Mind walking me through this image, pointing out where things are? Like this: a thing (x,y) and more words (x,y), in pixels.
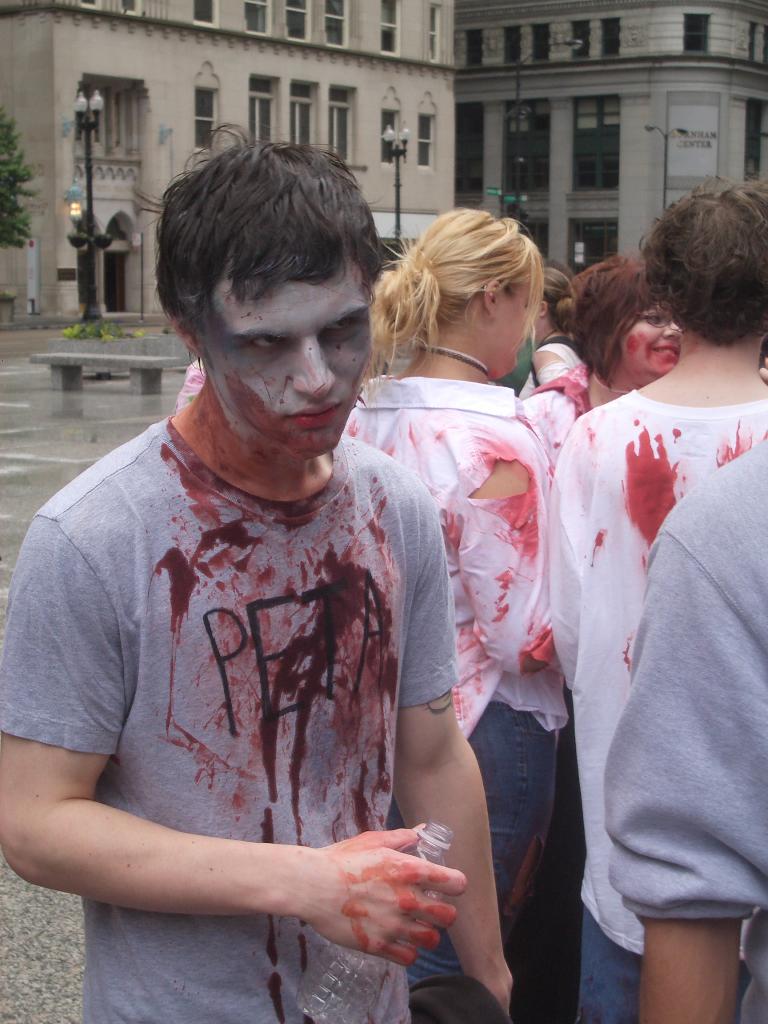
In this image I can see few people (453,561). In front (399,936) the person (380,941) is holding the bottle (331,985). In the background (489,164) I can see few light poles (78,115), buildings (455,105) and the tree (8,169) is in green color.
